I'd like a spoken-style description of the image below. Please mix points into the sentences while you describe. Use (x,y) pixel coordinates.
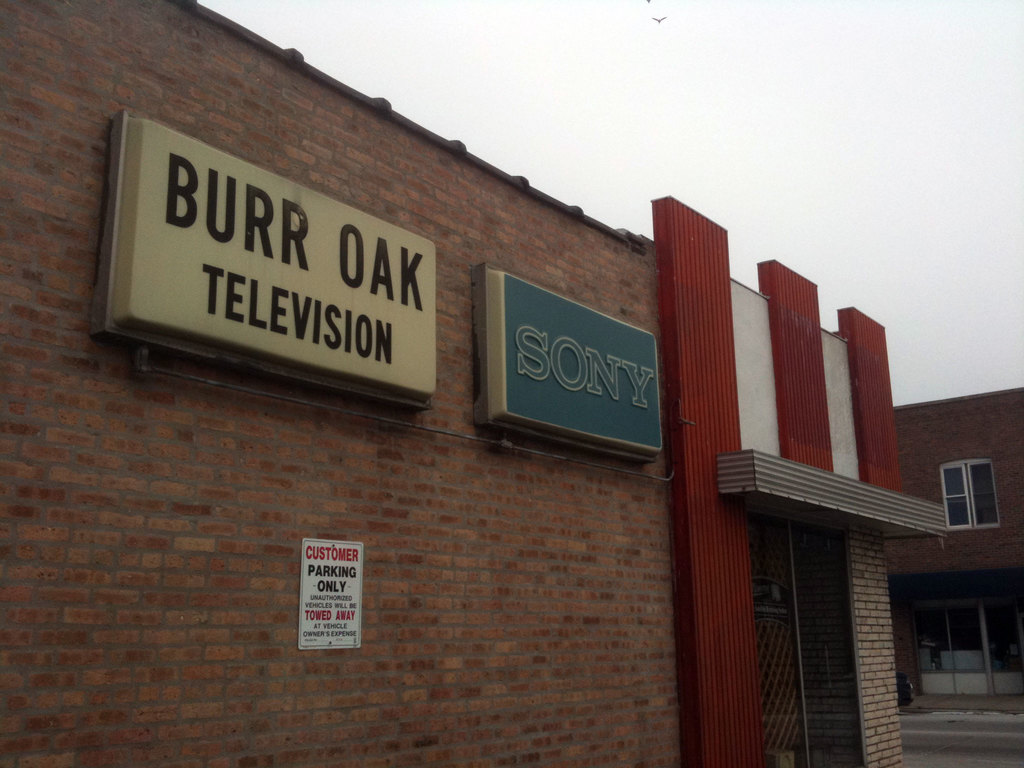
In this picture we can see the road (961,717), buildings (889,533), window (946,464), poster (310,590) on the wall (453,481) and in the background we can see the sky (758,246).
